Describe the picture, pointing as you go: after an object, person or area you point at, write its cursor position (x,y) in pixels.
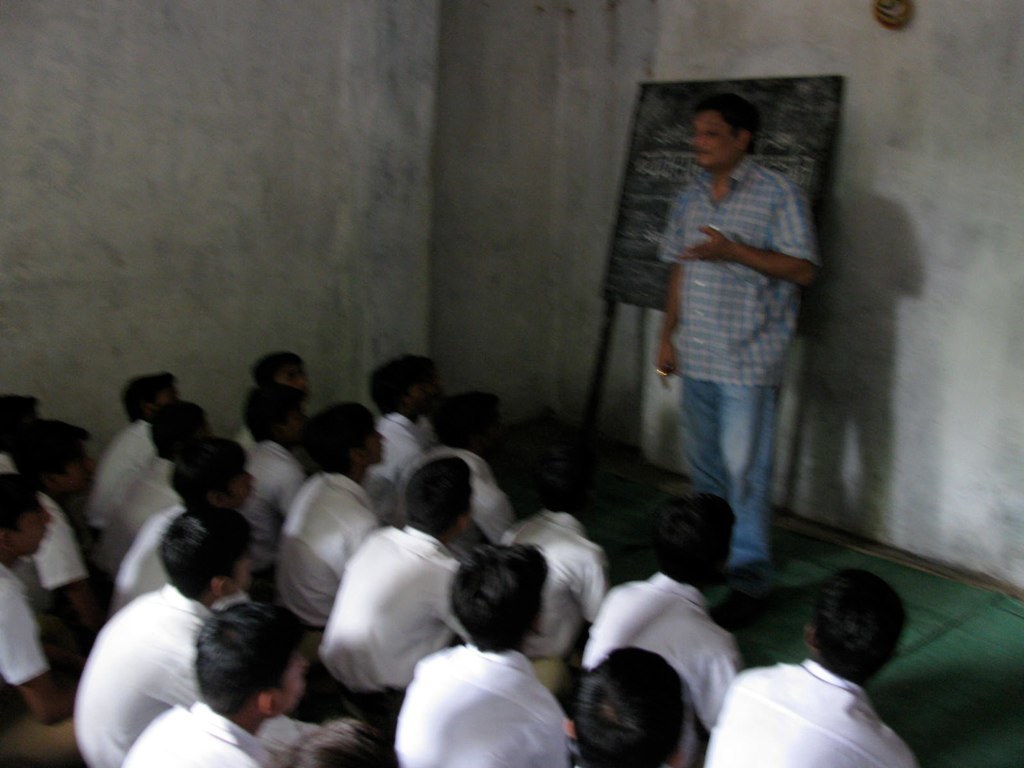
In this image we can see few persons (533,653) are sitting on the floor (647,536) and a man (755,468) is standing, texts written on a board (672,155) and walls (536,206).
